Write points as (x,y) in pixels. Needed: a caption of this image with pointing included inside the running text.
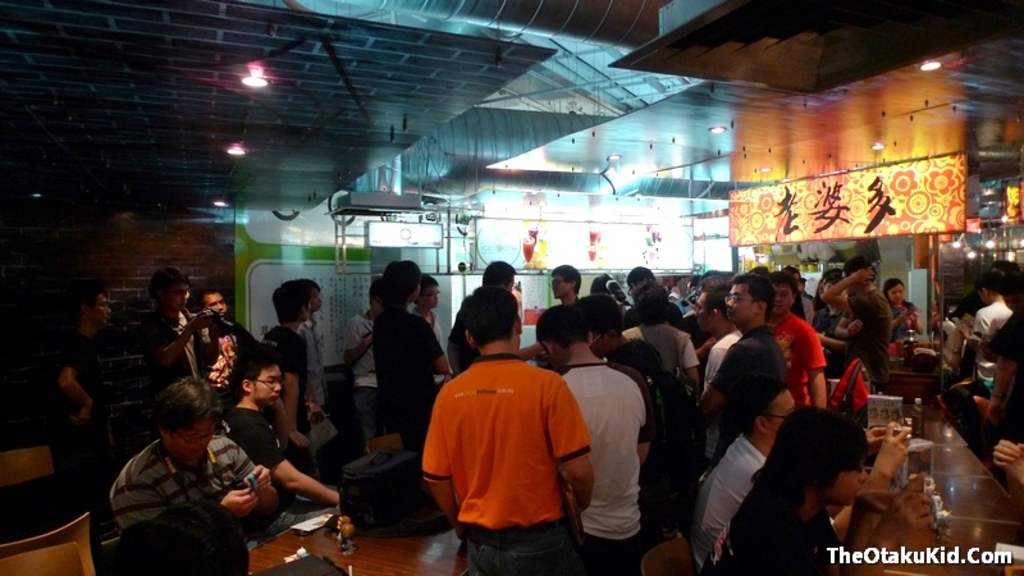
In this image we can see people (853,458) are sitting in front of the brown table (976,497). Behind them we can see people (557,362) are standing. To the right side of the image (921,168) one banner (857,200) is there with some text (832,216) written on it.
